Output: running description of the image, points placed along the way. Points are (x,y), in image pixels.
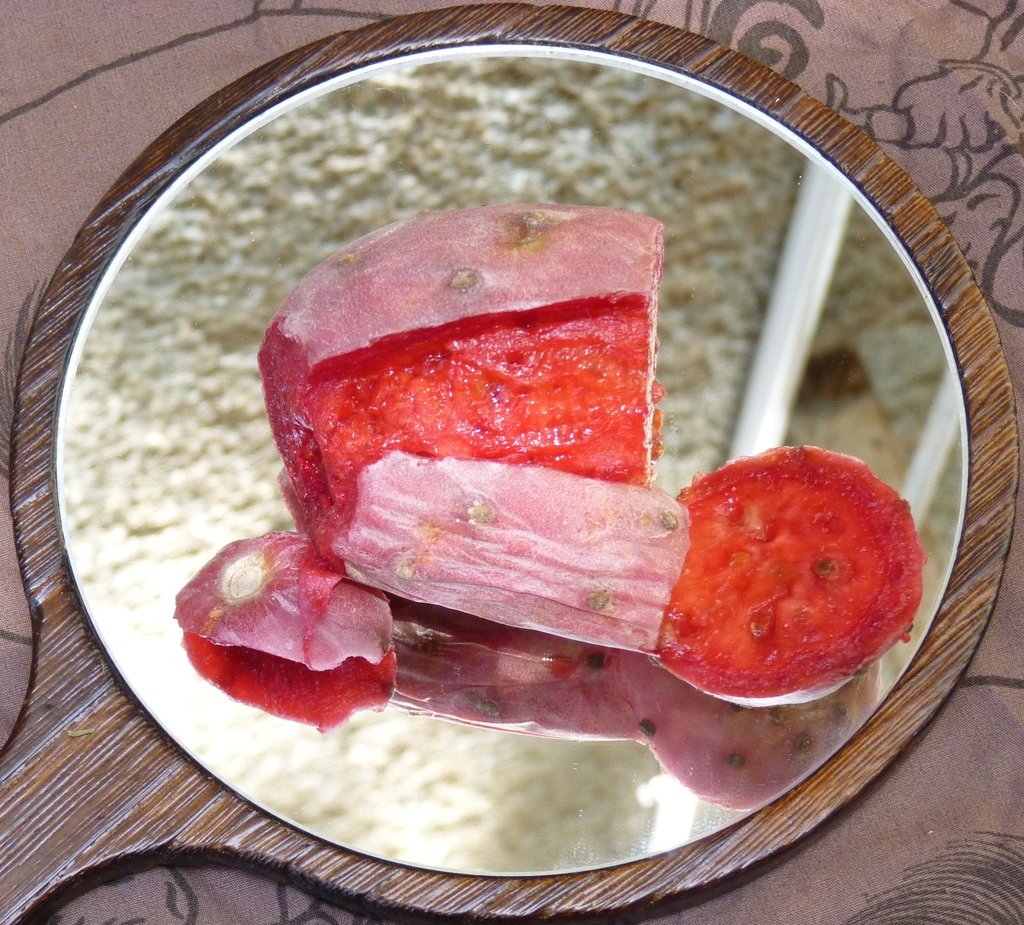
In this image there is a food item (520,396) on the mirror (697,318) and the mirror (574,27) is on the table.
